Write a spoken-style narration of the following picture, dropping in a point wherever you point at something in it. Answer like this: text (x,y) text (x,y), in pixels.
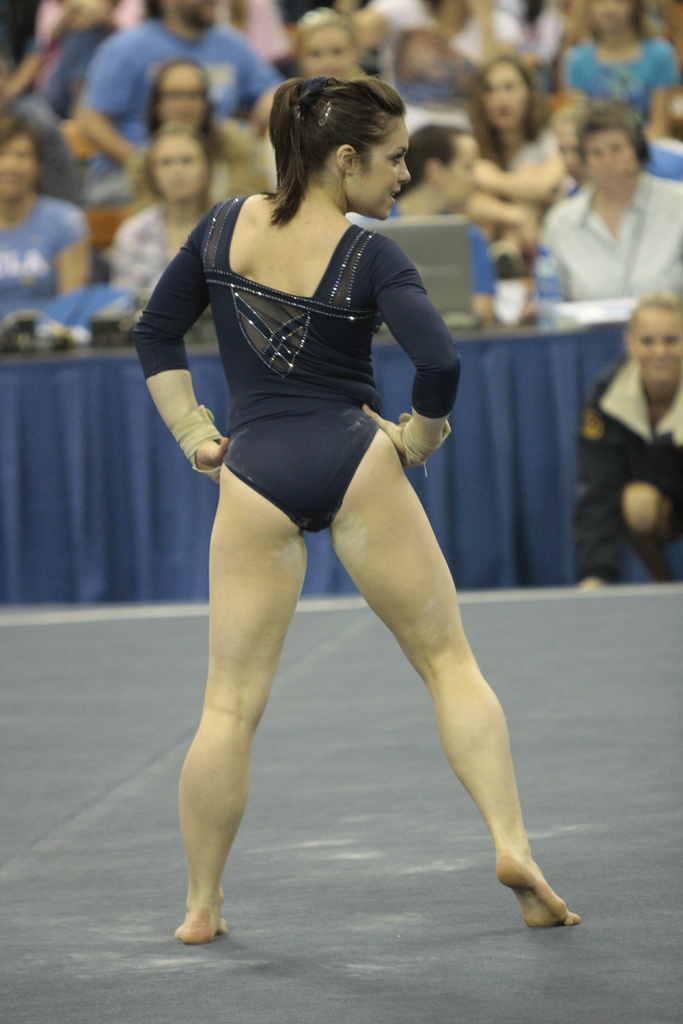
In this image I can see one person (416,412) is standing and wearing navy blue color dress (325,432). Background (518,300) I can see few people (462,38), laptop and few objects (551,298) on the table (523,323).
